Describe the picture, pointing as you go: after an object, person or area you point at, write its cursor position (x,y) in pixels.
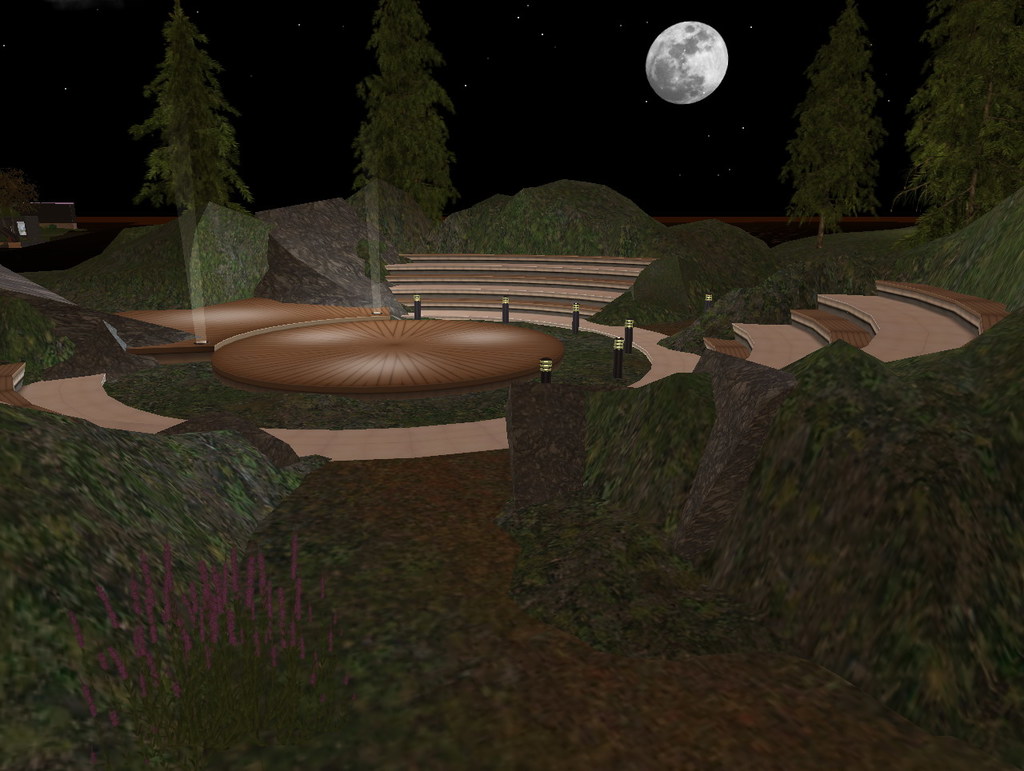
In this picture we can see poles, steps (537,296), rocks (203,512), trees (836,140) and some objects (31,227) and in the background (661,82) we can see the moon (689,37) and it is dark.
